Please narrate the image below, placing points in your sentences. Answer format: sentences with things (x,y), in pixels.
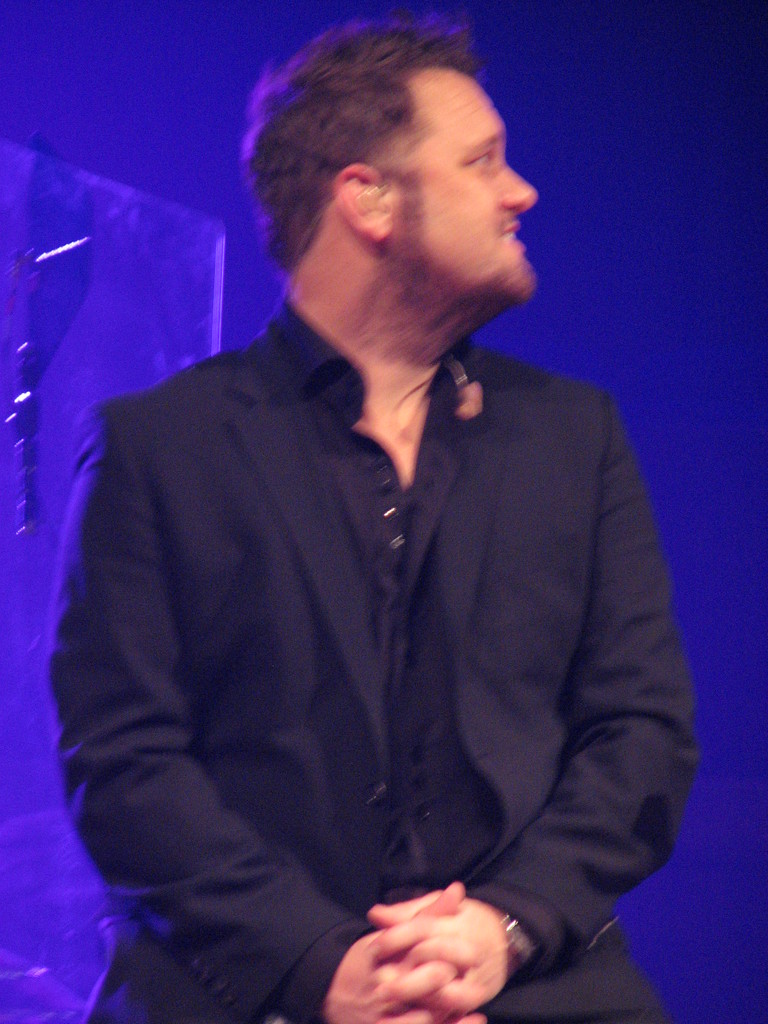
In the center of the image (511,599) we can see a man (441,663) standing. He is wearing a suit (274,738). In the background (76,150) we can see a blue light (178,144).
